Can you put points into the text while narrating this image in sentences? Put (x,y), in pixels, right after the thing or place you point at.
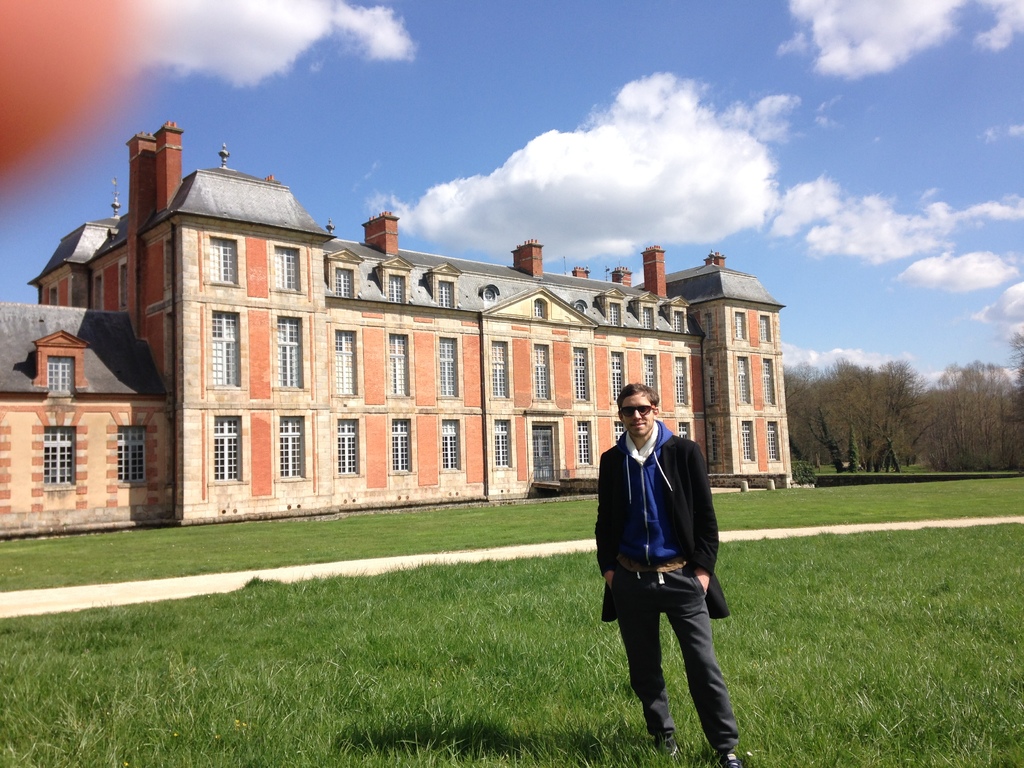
Here we can see a man (643,697) on the grass (673,702) and he has goggles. In the background (309,423) we can see a building (547,415), trees (1023,467), and sky (647,200) with clouds (707,203).
